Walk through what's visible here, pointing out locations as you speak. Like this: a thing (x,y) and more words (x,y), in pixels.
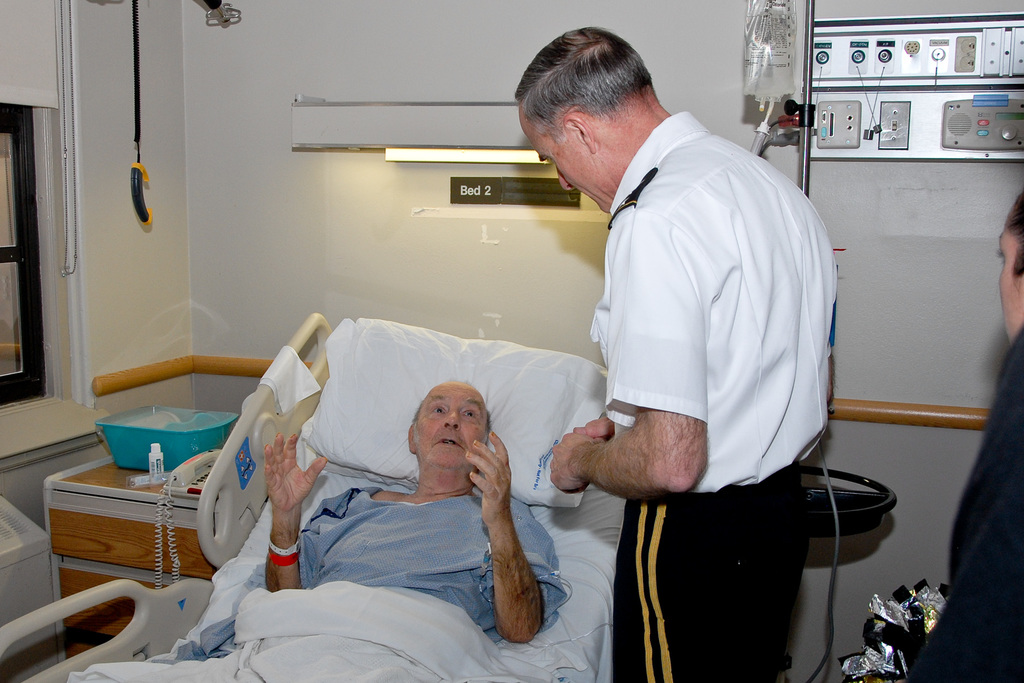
In this image, we can see person (673,382) wearing uniform (689,401) and in the background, there are some other people (482,530) and one of them is lying on the bed (237,511) and we can see some objects (168,437) and a telephone (194,463) are on the stand (85,536) and there is a window (35,197) and we can see light (322,120) and a board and there is a bottle (770,96) and machine (852,115) and we can see some wires (836,527).
